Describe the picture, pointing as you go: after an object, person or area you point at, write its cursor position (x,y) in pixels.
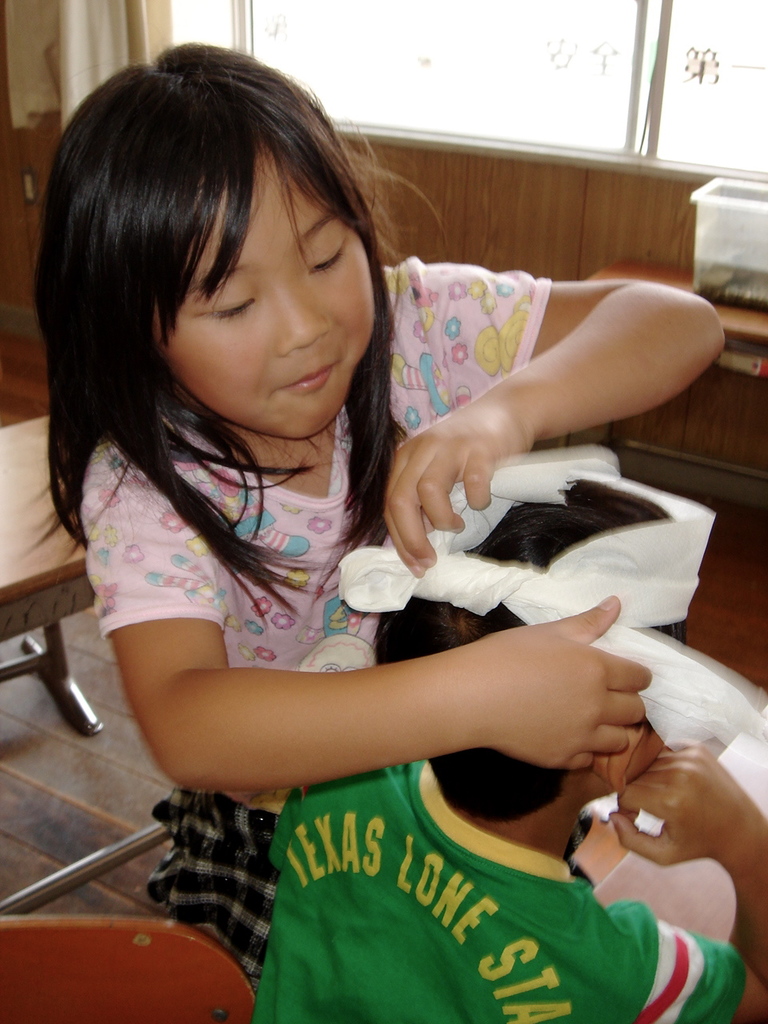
In this image I can see a child (433,900) wearing green colored t shirt (430,914) is sitting and a girl (246,605) wearing pink, black and white colored dress (199,591) is tying a white colored thing (592,577) to his head (628,593). In the background (616,211) I can see the brown colored wall (519,250), the floor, the curtain (131,53) and the window (540,25).
